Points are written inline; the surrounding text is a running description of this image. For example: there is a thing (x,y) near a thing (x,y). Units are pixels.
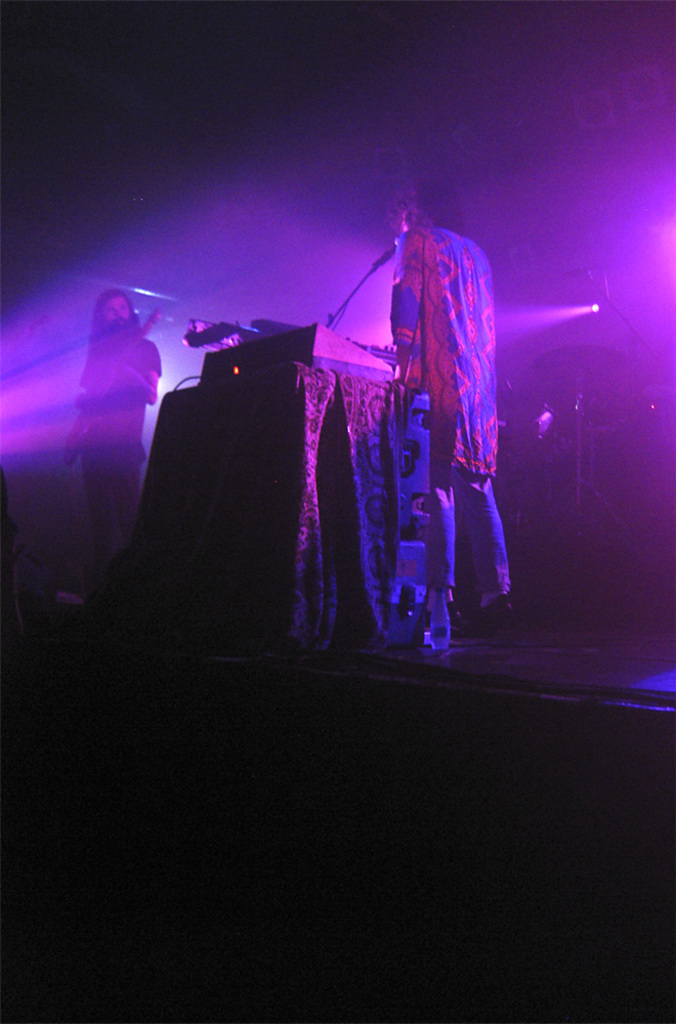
In this picture we can see a person (435,454) standing. This is a mike (352,295). On the left side of the picture (85,551) we can see a person (155,386) standing and playing a guitar (100,405). In the background (594,309) we can see a light (580,309) and musical instruments (559,507). This is a platform (574,691).
